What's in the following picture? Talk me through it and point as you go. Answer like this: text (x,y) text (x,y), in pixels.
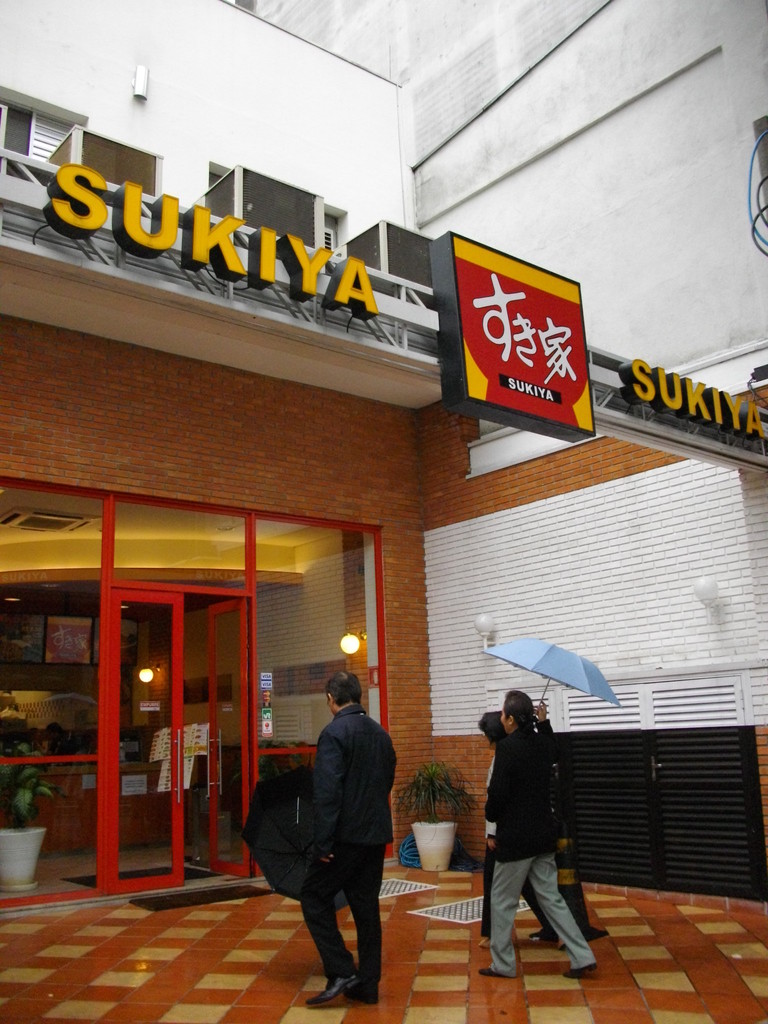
This image consists of three persons (353,992) walking and holding the umbrellas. At the bottom (426,987), there is a floor (130,1021). In the front (209,435), it looks like a restaurant (234,756). And we can see a door (134,741) in red color. At the top (476,311), there is a name board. On the right (597,300), there is a building (540,175).
